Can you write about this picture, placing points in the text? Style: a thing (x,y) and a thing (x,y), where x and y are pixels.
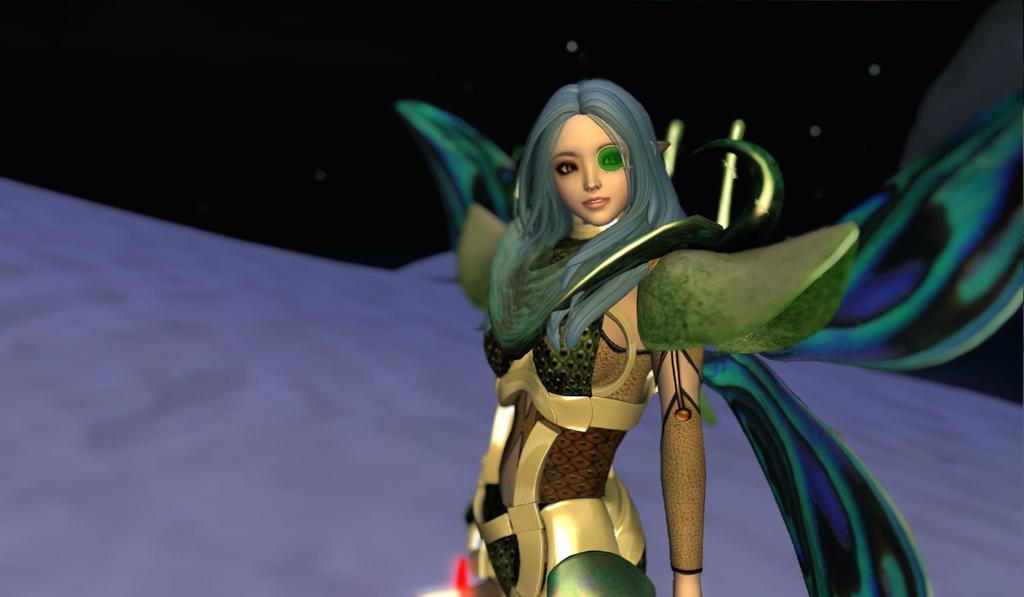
In this picture I can observe graphic. There is a woman (528,466). She is wearing green and gold color costume (540,404). In the background (368,145) I can observe a sky (283,89) which is dark.
